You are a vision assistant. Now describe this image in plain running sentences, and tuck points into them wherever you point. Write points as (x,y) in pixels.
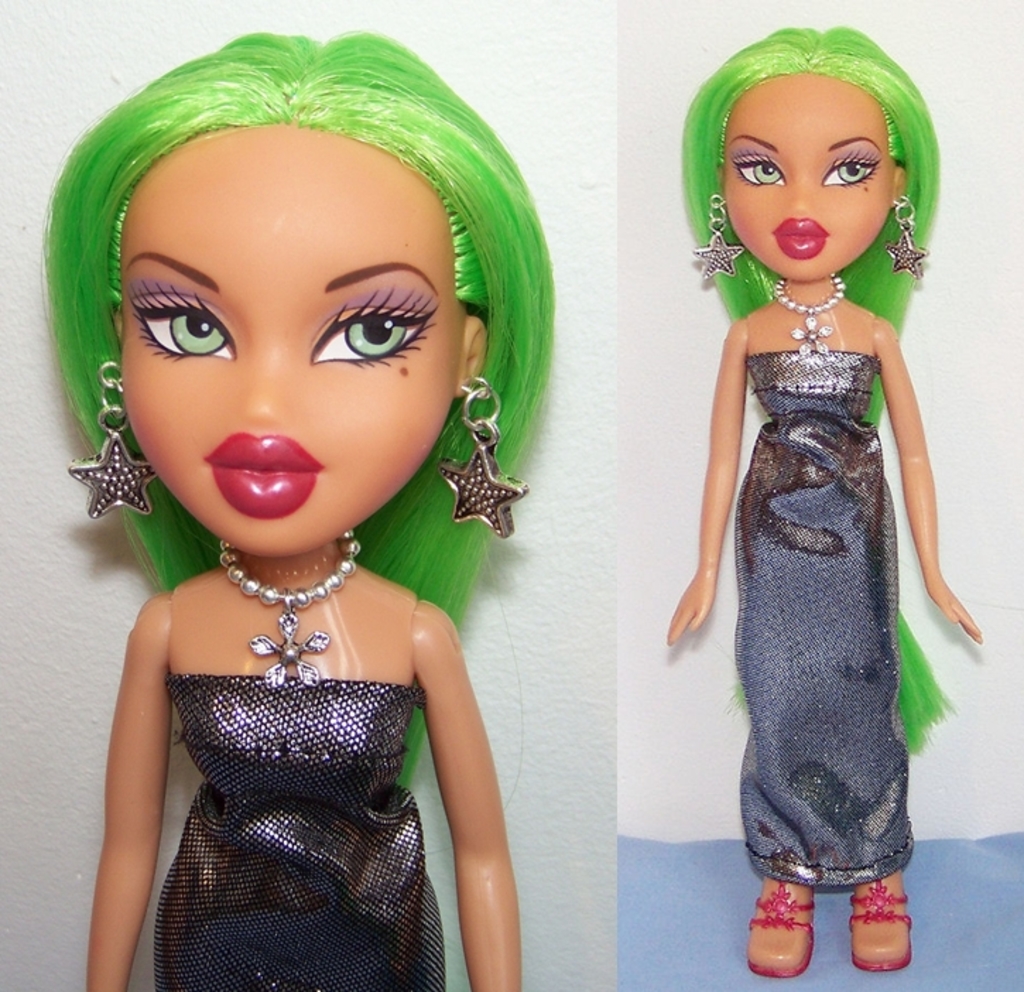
This is a collage picture and in this picture we can see a doll (463,363) and in the background (573,454) we can see the wall (600,275).
